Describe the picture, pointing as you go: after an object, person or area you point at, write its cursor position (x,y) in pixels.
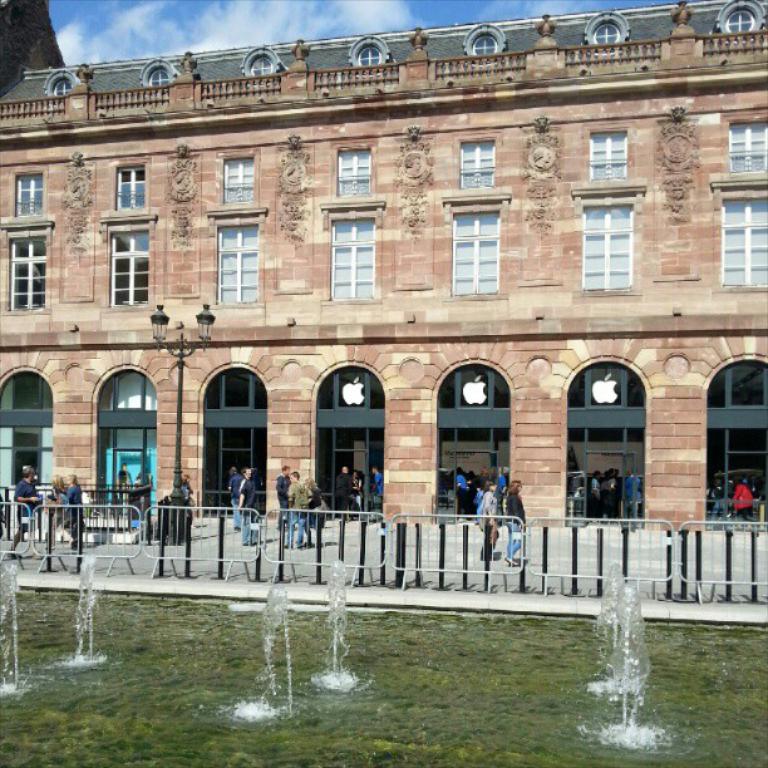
In this image there are fountains (79,650) in the center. In the background (300,501) there are persons (289,492), there is fence (317,534) and there is a building (349,307). In front of the building (166,372) there is a light pole (179,395) and the sky (141,28) is cloudy and the persons (63,499) are walking, standing.
